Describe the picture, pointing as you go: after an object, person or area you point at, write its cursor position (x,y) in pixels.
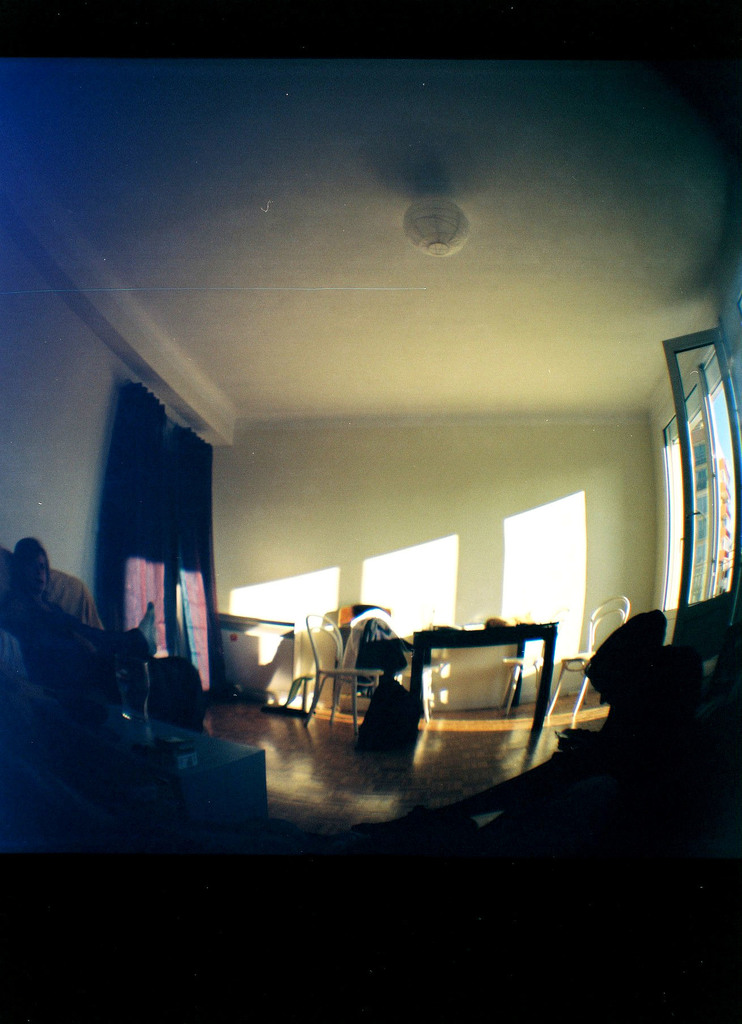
This is a picture taken in a room (284,458). In the foreground of the picture (158,669) there are people (635,667), couch (56,706) glass (127,678) and other objects (184,810). In the center of the picture (372,675) there are chairs (318,668), table (485,646), clothes (392,652) and other objects (242,624). On the right (695,584) there is a door (716,424). At the top (417,244) there is a light (423,236) to the ceiling (376,258).
